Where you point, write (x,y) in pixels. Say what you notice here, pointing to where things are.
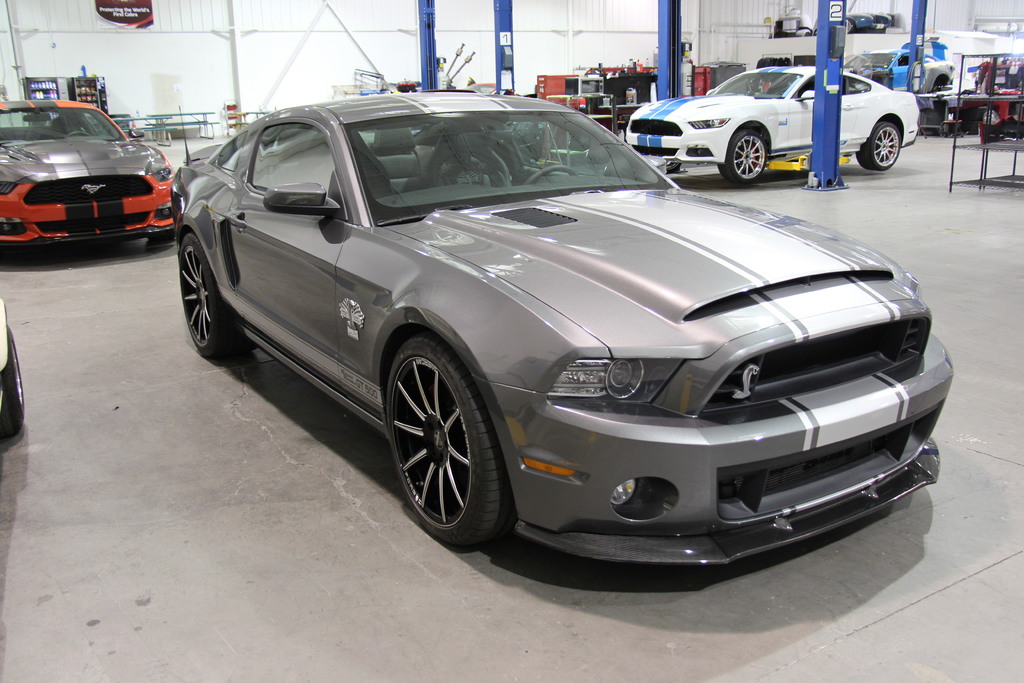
This is an inside view. Here I can see four cars (125,198) on the floor (267,504). In the background (561,85), I can see few machines (607,76) which are placed on the floor (921,167) and also I can see few pillars (670,5).
